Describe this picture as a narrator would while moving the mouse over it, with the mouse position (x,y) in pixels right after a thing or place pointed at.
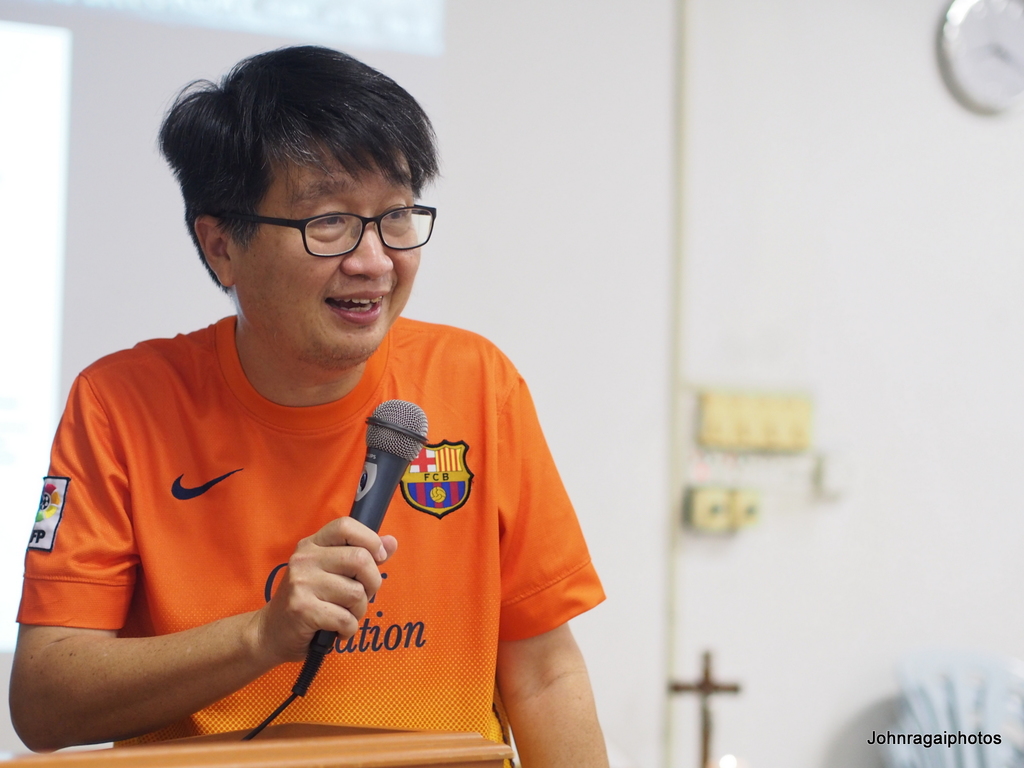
Here we can see a man (305,440) holding a mike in his hand (318,614) and in front of him there is an object (268,738). In the background (185,80) we can see a clock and some other objects (701,510) on the wall (914,623) and on the right (967,710) at the bottom (946,725) we can see a chair (946,696) and on the left (32,216) we can see a truncated glass (13,179).
